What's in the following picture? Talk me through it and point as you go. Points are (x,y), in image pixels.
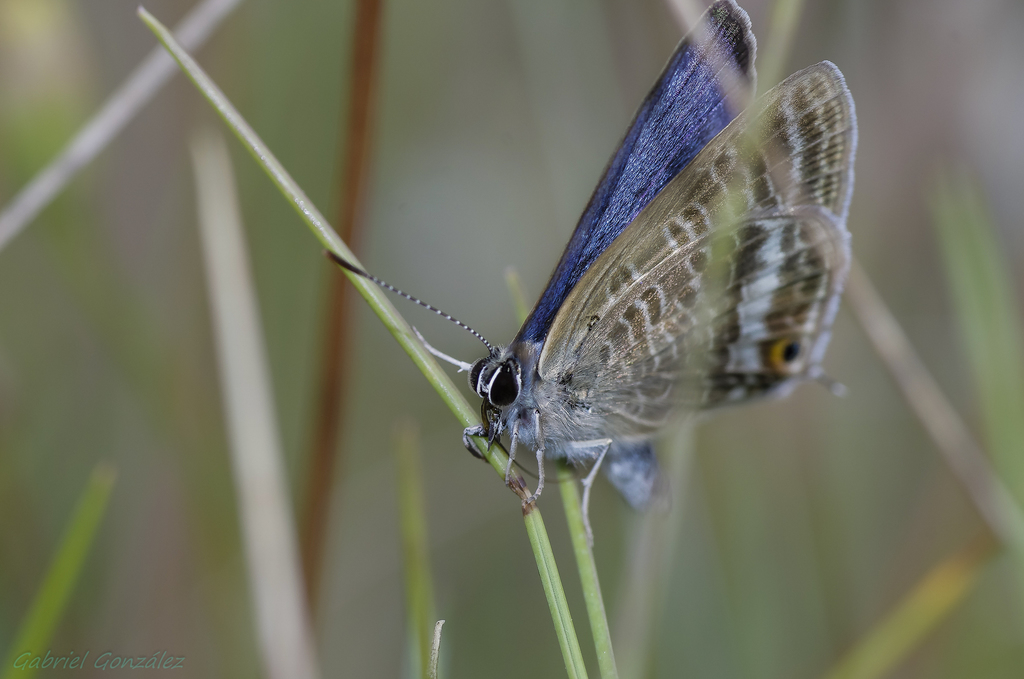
This picture contains a butterfly (812,229), which is in brown and blue color is on the grass (532,533). In the background (475,524), it is blurred.
